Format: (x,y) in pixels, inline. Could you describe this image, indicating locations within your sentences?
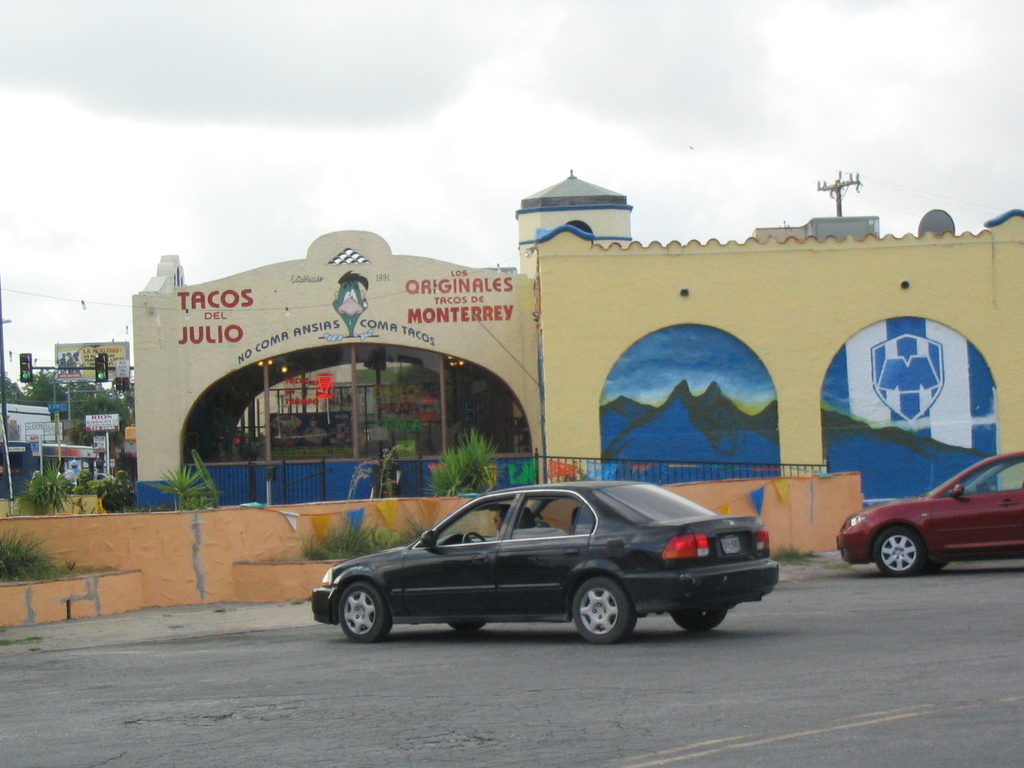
In this image there are two cars (765,540) parked on the road (710,632). In the background (715,289) there is a wall (710,359) on which there is painting (717,383). At the top (430,106) there is the sky (428,111). On the left side (21,368) there is a traffic signal light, under which there are stores (51,443) and hoardings (96,428). In the middle (349,416) there is a glass window (338,415). There are small plants (362,542) beside the wall (168,540). Above the building (804,278) there is a dish antenna (934,216).
